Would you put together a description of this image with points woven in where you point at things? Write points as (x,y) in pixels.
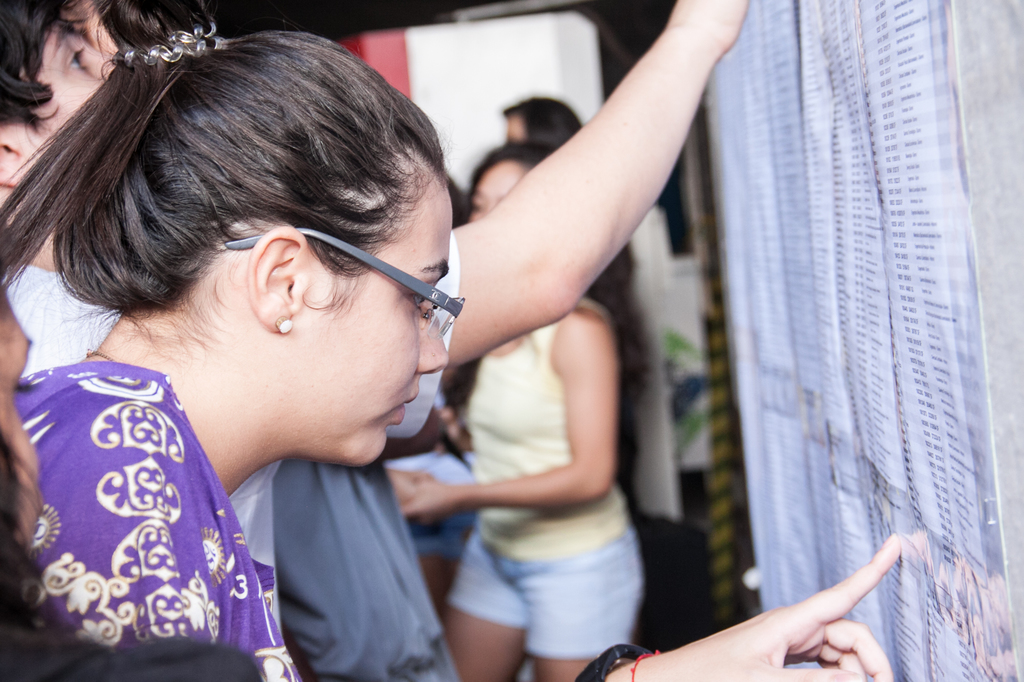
In this image people (404,464) are standing in front of the notice board (865,465).
